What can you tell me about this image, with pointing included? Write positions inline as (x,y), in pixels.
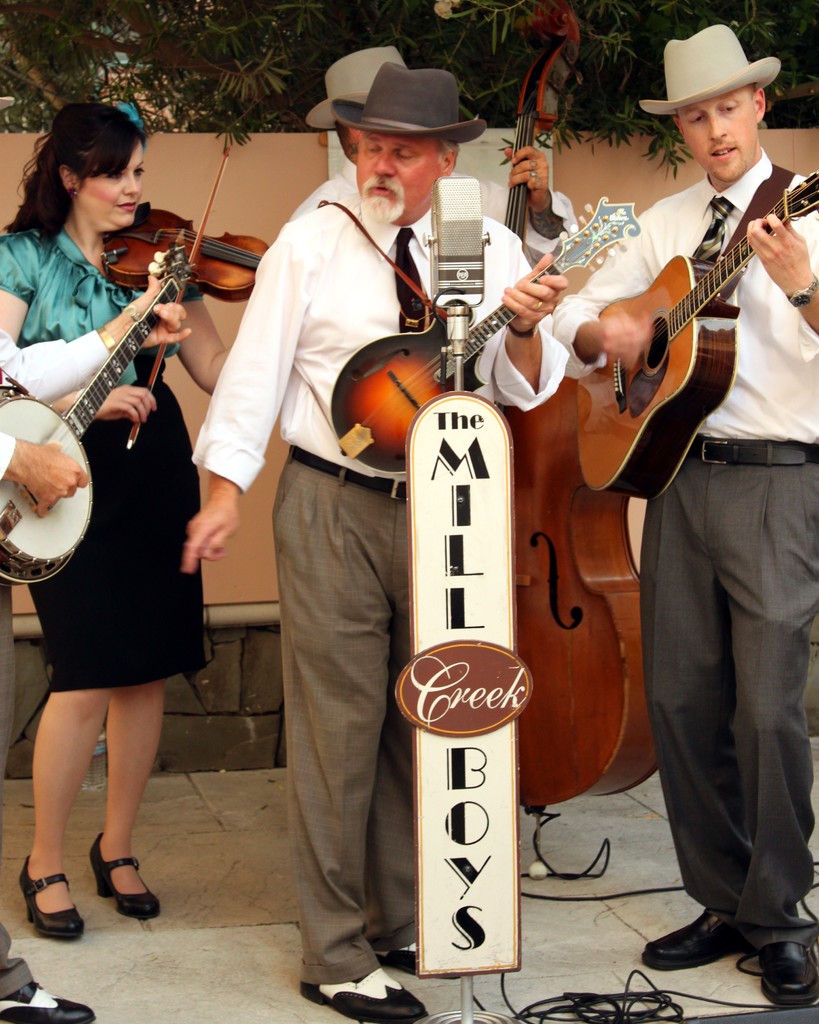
In this image there are group of people (376,580) who are playing the musical instrument (169,220), while the man (366,670) in the middle (342,368) is playing the mandolin (374,410), while the man (757,339) to the right side (648,325) is playing the guitar (637,374), while the person (54,379) to the left side (8,405) is playing the banjo (13,417), and the woman (79,268) at the back side (106,208) is playing the violin (148,220). There is a mic (450,261) in front of them. At the back side (86,20) there are trees (185,29).
